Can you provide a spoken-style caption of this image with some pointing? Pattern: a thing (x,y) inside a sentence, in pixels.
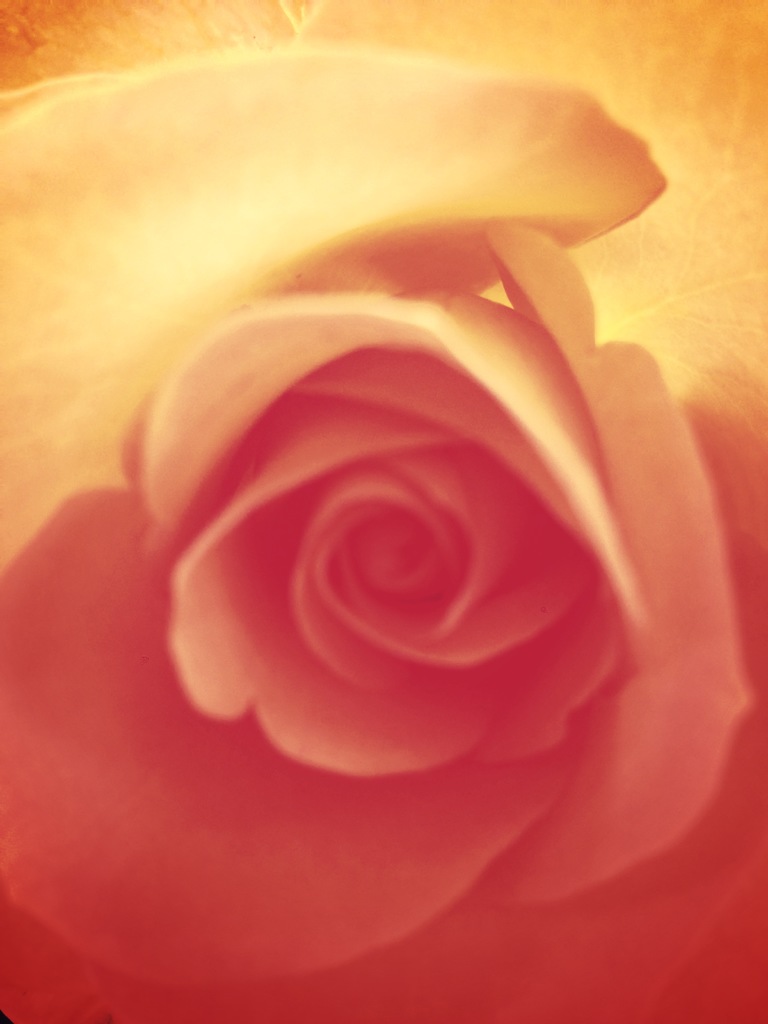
In this image I can see a flower (445,553) which is in two colors. On the top (393,219) the petals (319,229) are in white color and at the bottom (508,859) the petals (412,871) are in red color.
